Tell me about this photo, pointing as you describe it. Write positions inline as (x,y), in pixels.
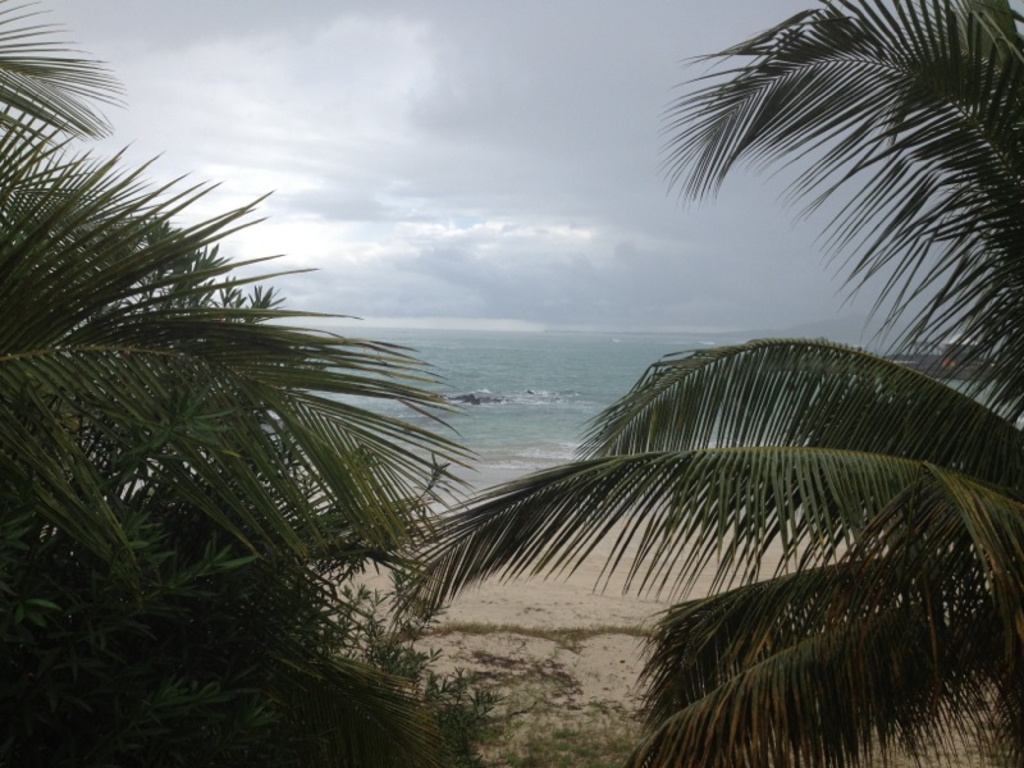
In this image we can see one sea (641,362), some trees (316,651), some grass (620,629) on the surface (623,599) near to the sea (523,461), one object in the water (515,463) and at the top (376,116) there is the cloudy sky (564,160).
